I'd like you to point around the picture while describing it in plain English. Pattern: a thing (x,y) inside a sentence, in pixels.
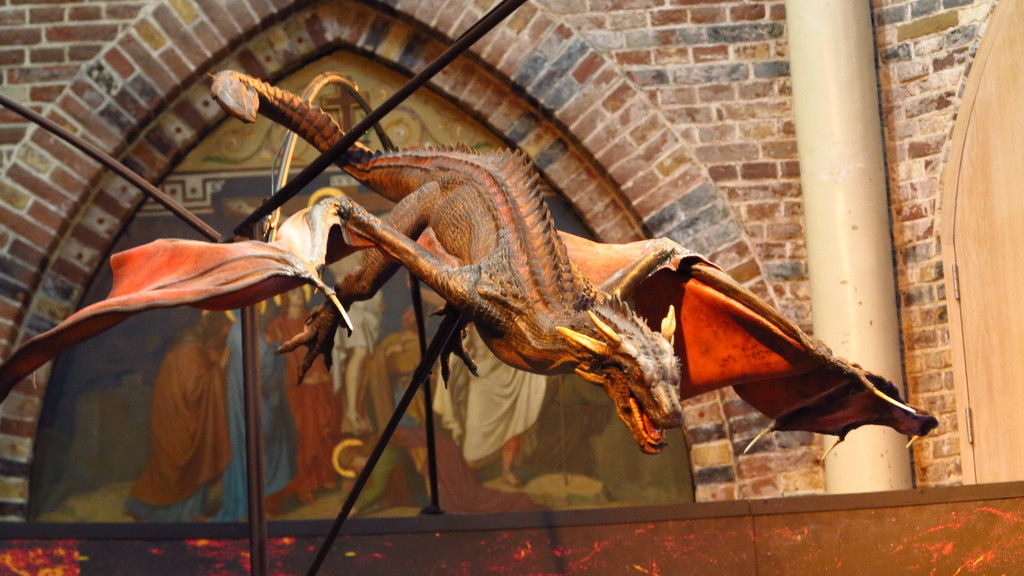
It is a thing (563,309) which is in the shape of a dinosaur (572,320) and on this wall (116,199) there is a photo (440,414) and this is a brick wall (707,129) in the right side of an image (727,124).
